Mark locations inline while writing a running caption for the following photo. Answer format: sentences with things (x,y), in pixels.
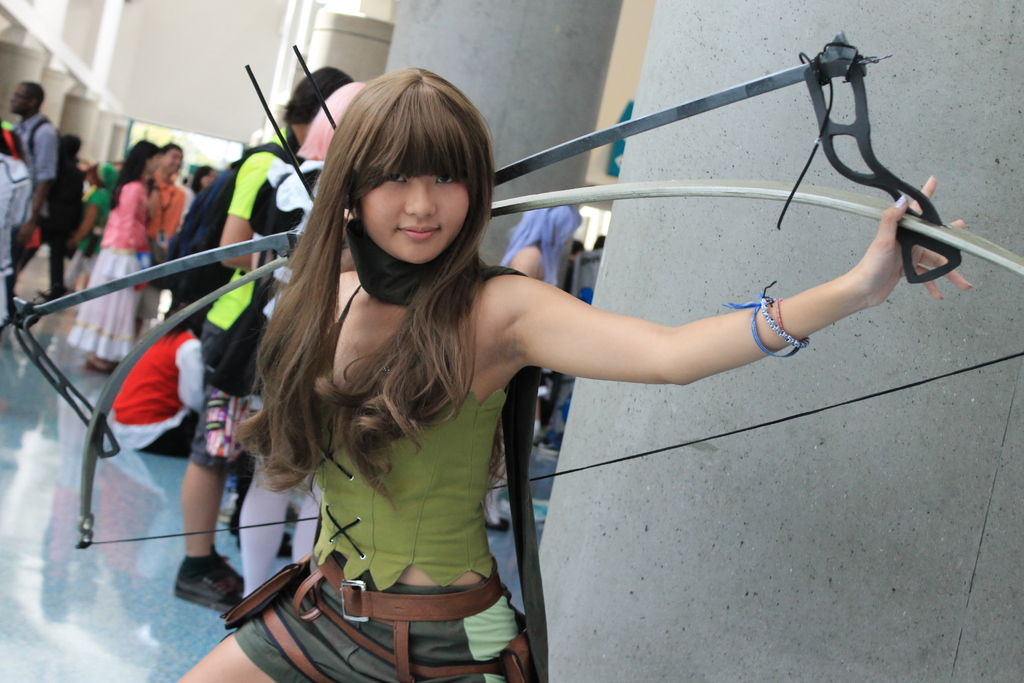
In this picture i can see a woman (417,415) holding a bow (60,298) and there are men (162,180) and women (129,209) standing in the background (153,185).
